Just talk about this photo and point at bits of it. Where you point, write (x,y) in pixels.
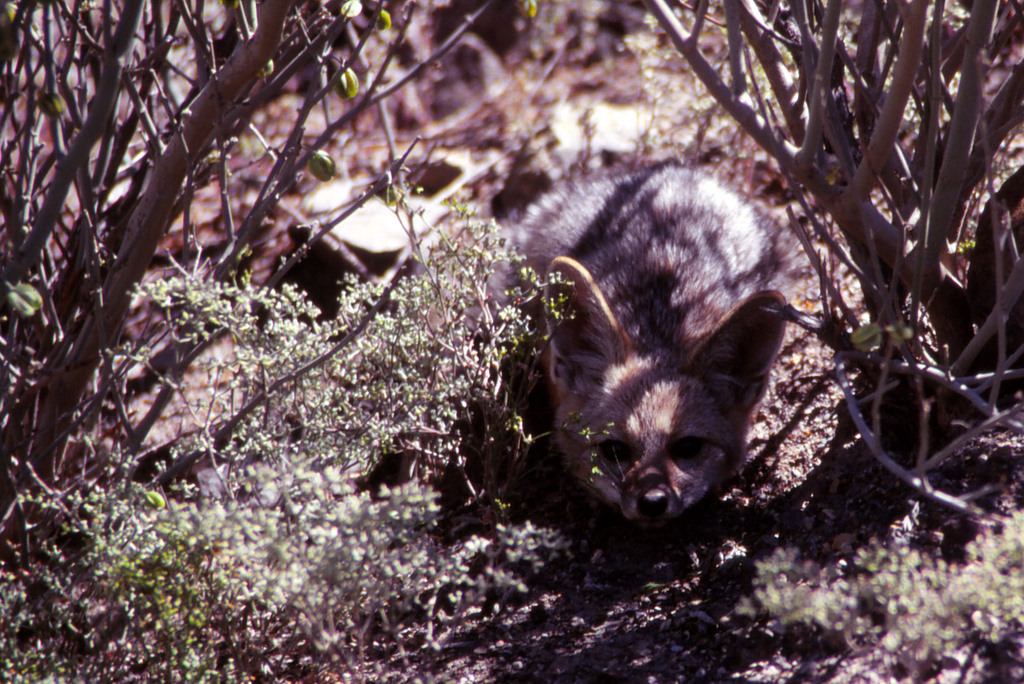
We can see animal (647,169) and plants (766,566). In the background (633,29) it is blur.
